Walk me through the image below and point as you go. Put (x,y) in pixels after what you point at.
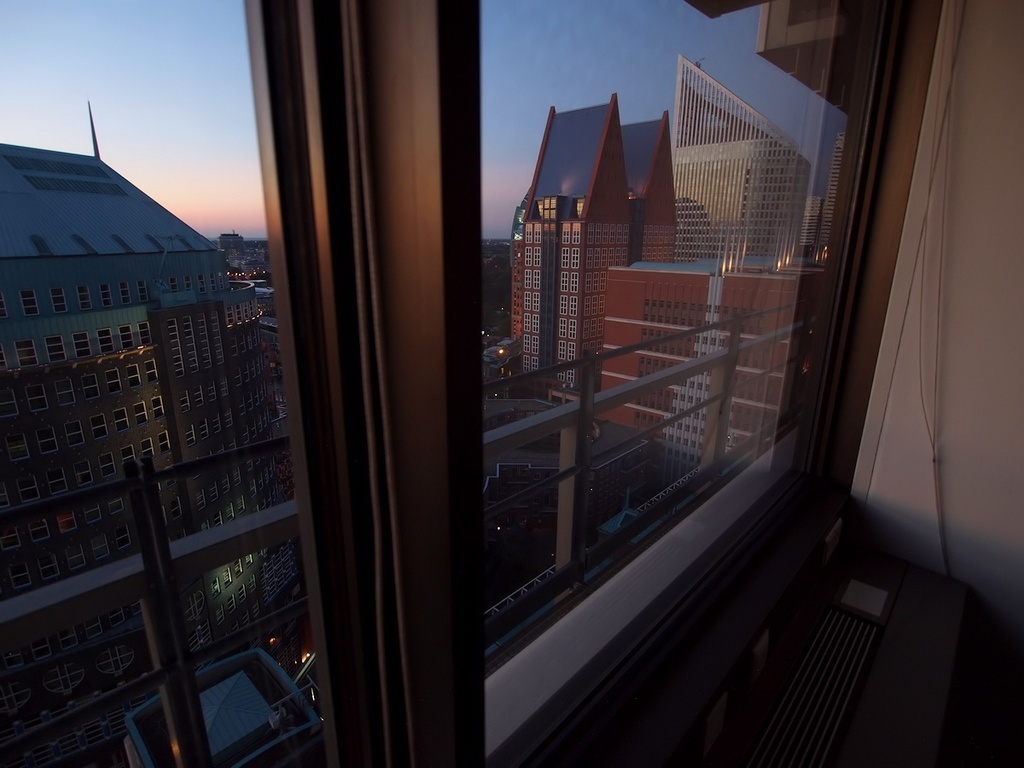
In this image I can see glass window (588,511), another side of the window (348,354) I can see some buildings (510,452).
